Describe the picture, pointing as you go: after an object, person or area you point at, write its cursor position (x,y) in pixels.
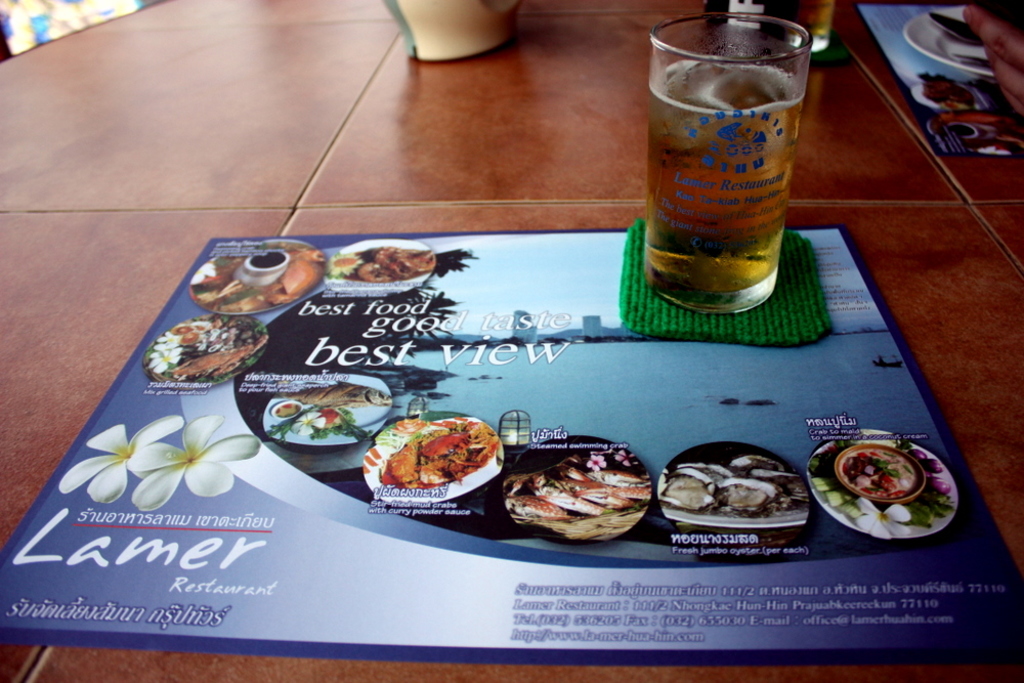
In this picture we can see a glass (664,167) with a drink (701,205) in it, a board (186,403), plate (952,59), spoon (943,16) and person's hand (1001,34) on the table (285,177).
